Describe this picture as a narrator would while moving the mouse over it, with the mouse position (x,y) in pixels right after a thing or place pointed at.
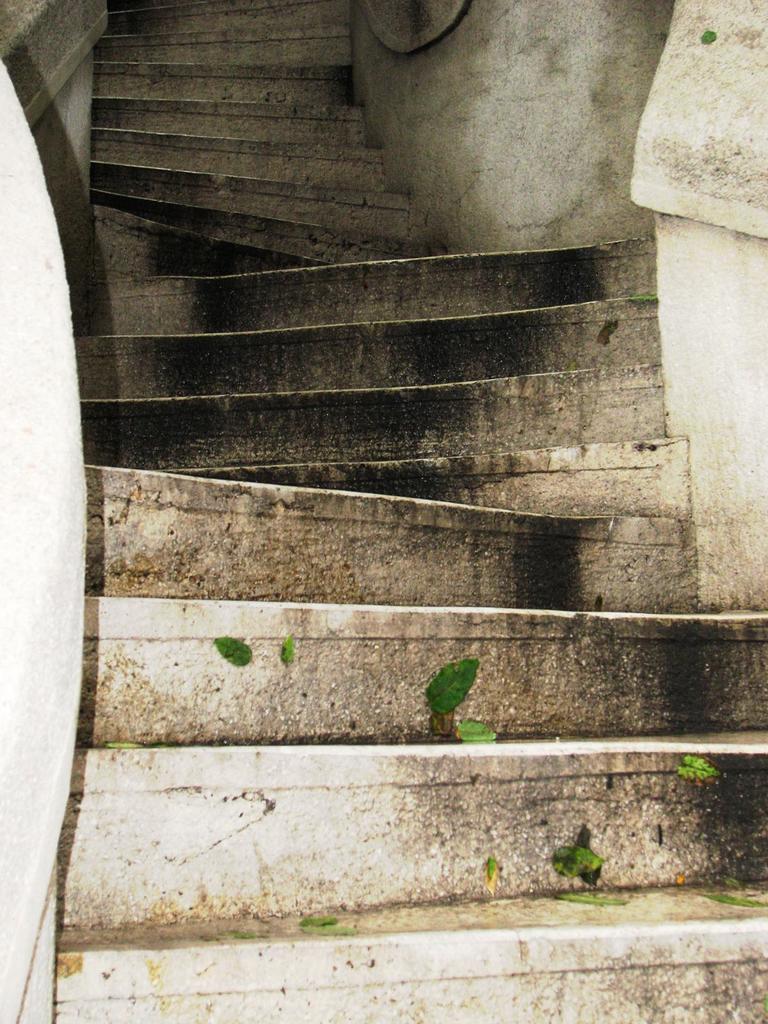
In this image I can see few stairs (415,577) which are cream and black in color and few leaves (446,699) which are green in color on the stairs (569,754). I can see the walls (572,121) which are cream and black in color on both sides of the stairs (197,90).
